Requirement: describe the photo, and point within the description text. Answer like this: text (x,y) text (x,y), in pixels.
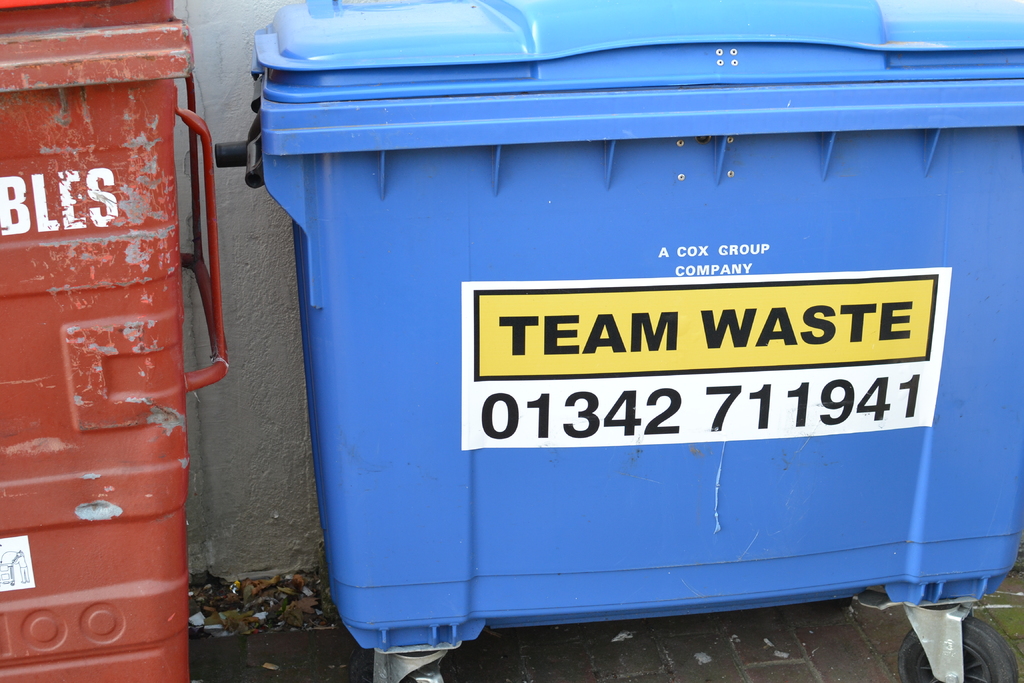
In this picture we can see bins (376,471) and there is a poster (775,376). In the background (228,100) we can see a wall (255,474).
